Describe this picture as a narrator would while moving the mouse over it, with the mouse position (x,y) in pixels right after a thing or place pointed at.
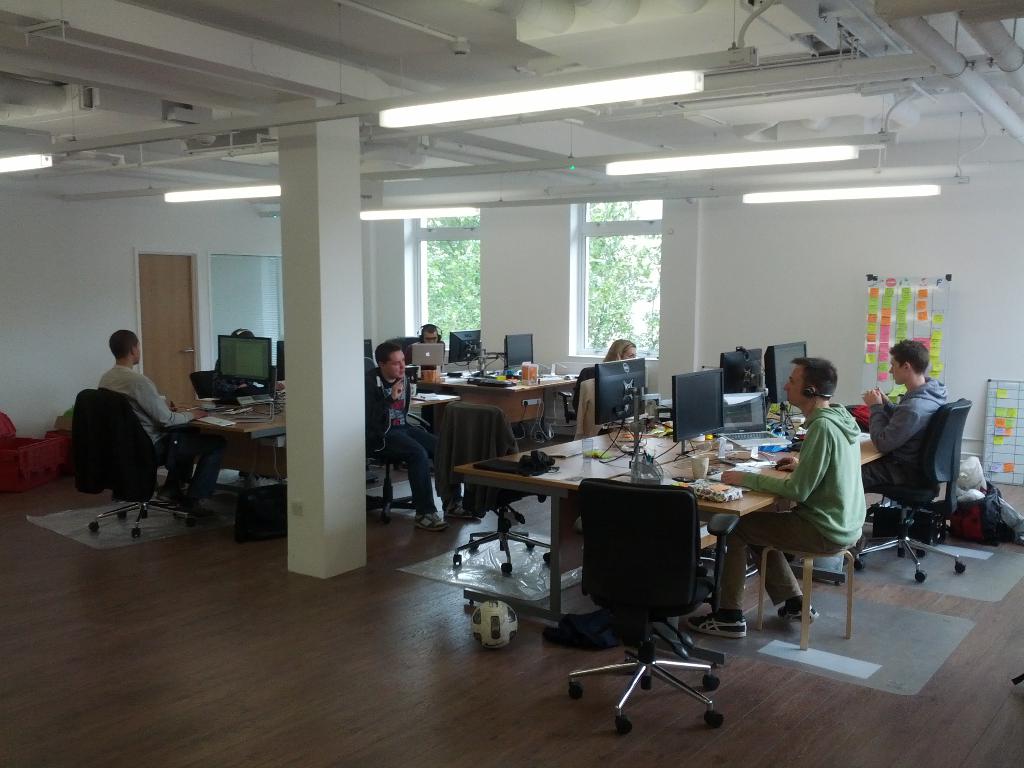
In this picture we can see group of people (906,372), they are all seated on the chair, in front of them we can find cups (700,462), keyboard (747,469), monitors (713,424), books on the table (673,472), and also we can see a ball (481,609), wall boards (908,303), lights (825,192) and couple of trees (609,279).
